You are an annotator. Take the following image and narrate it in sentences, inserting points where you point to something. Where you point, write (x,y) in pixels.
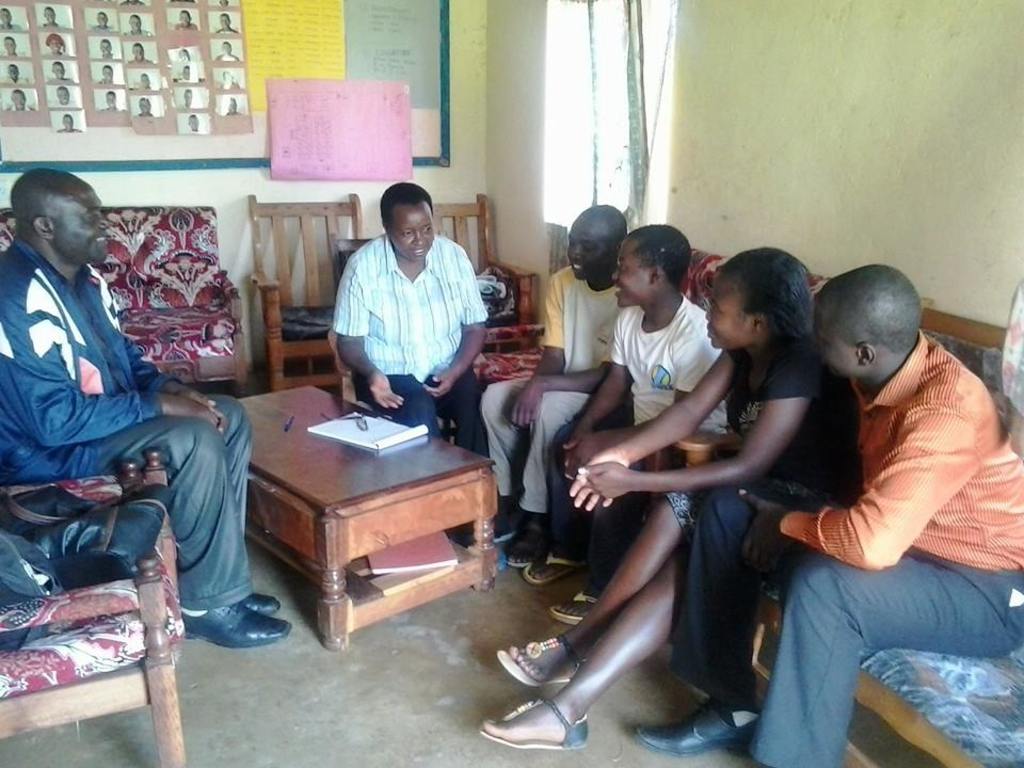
Here we can see a group of people (132,397) are sitting, and in front (324,422) here is the table (328,409) and book (376,426) on it, and here are the chairs (306,214), and here is the wall (336,190) and pictures (176,10) on it.
